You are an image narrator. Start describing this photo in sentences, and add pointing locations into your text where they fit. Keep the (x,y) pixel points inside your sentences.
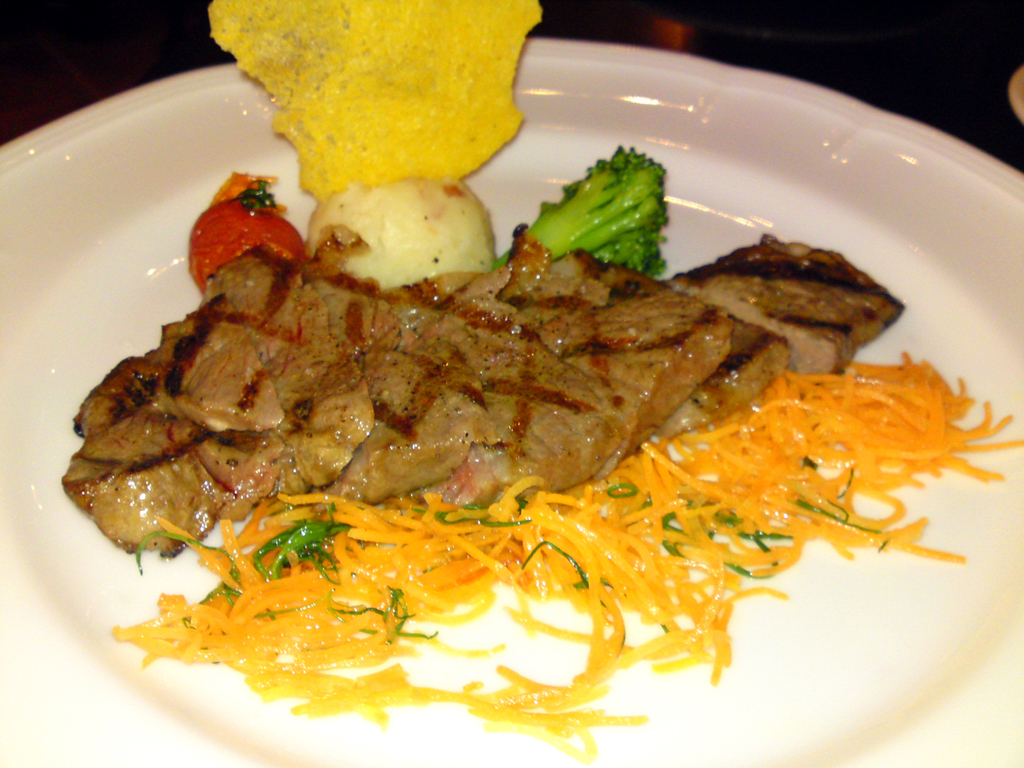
In this image we can see food items (522,339) in a white color plate (250,741).
